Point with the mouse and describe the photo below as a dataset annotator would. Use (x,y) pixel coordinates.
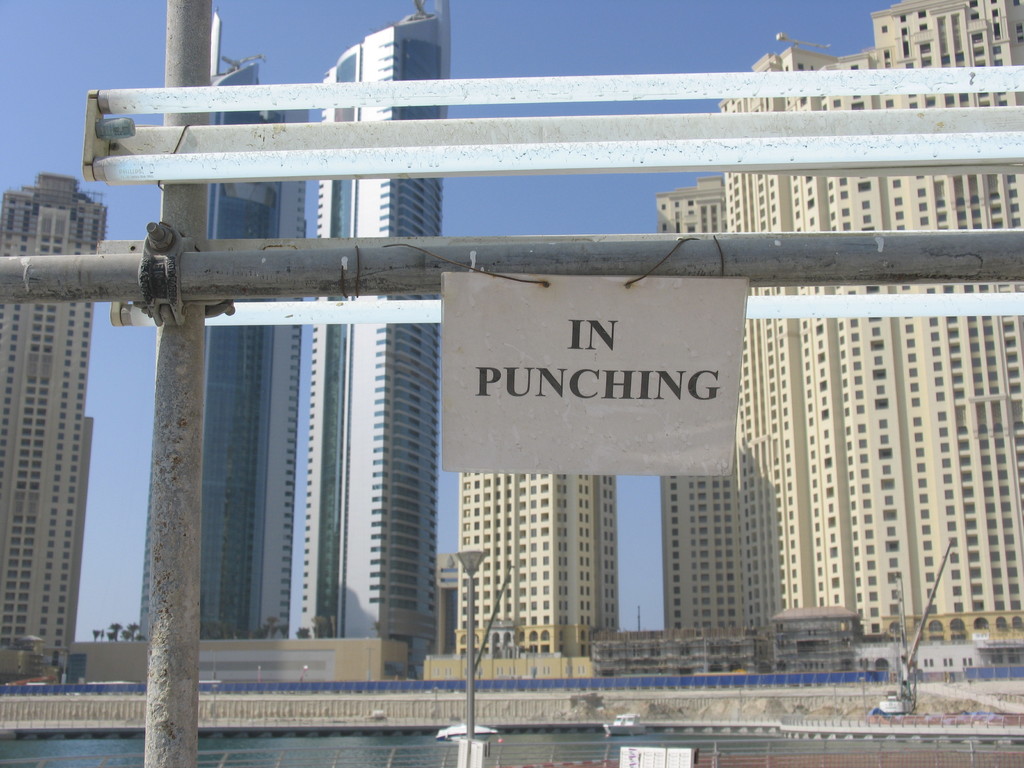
In this image we can see poles (158,645). To the pole (170,432), one poster (547,313) and tube lights (172,92) are attached. Background of the image (1003,557) buildings (214,492) are there. At the top of the image (536,38) sky (690,25) is present. At the bottom of the image (613,742) fencing (950,749) and lake (428,750) is there. Boats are there on the surface (604,742) of water (585,738).
